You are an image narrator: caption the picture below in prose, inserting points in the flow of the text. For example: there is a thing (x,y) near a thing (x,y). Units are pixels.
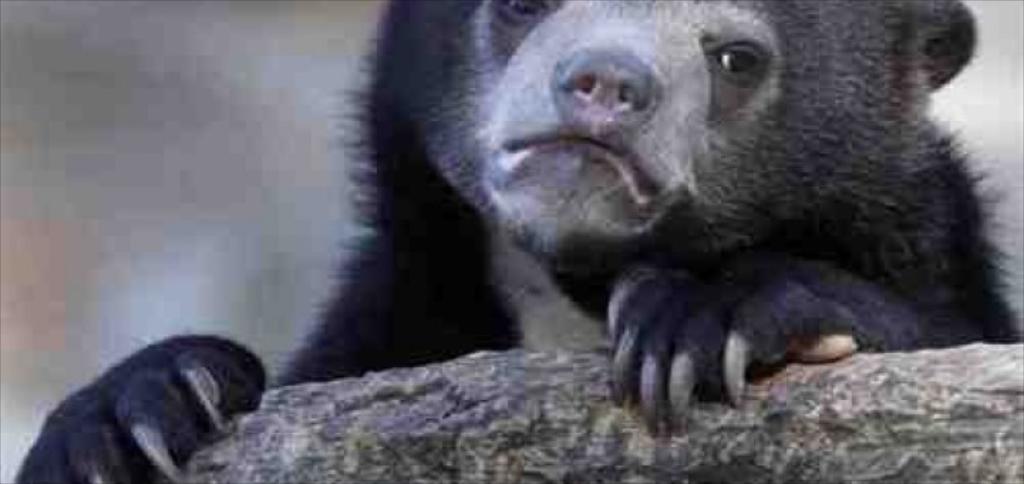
In the center of the image (432,240) there is an animal (555,306).
